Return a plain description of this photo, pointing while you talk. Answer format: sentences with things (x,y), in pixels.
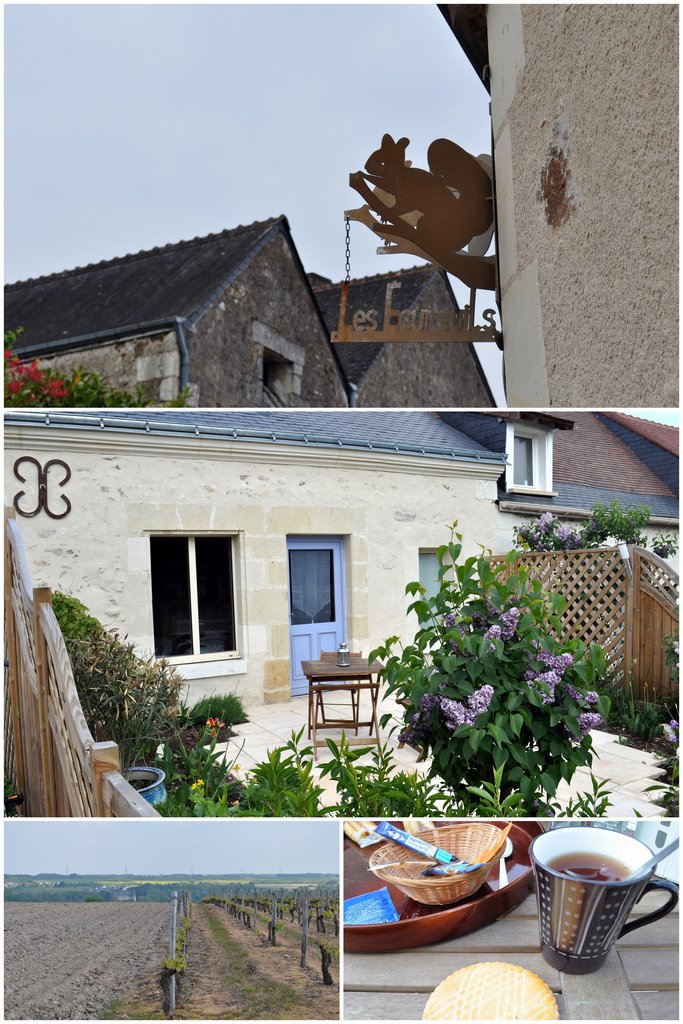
This is a collage picture. Here we can see houses (416,483), door (323,560), windows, plants (455,681), flowers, table (607,1016), statue (481,242), board (451,316), ground (311,947), grass (256,969), cup (638,854) with liquid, bowl (392,844), plate (496,889), food item (493,973), sky (370,62), and few objects (389,834).
